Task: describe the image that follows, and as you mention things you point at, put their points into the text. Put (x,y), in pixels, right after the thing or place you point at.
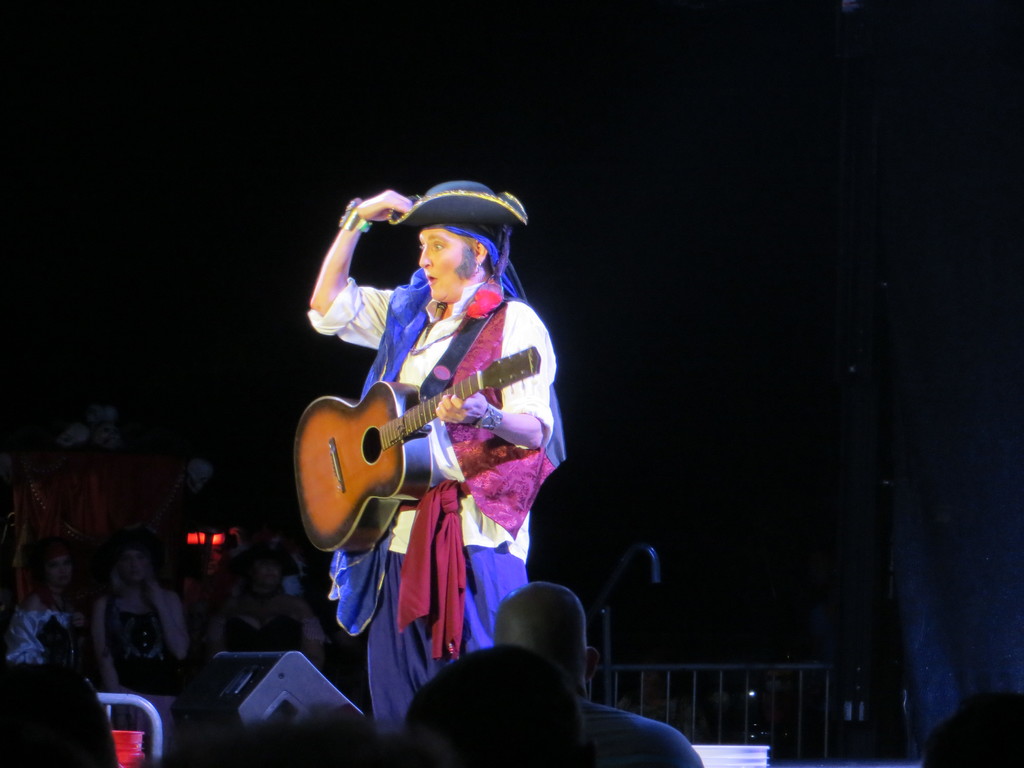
Here we can see a person (442,273) with a guitar (324,470) in hand (457,399) wearing a hat (494,199) performing in front of people (591,653) present there
